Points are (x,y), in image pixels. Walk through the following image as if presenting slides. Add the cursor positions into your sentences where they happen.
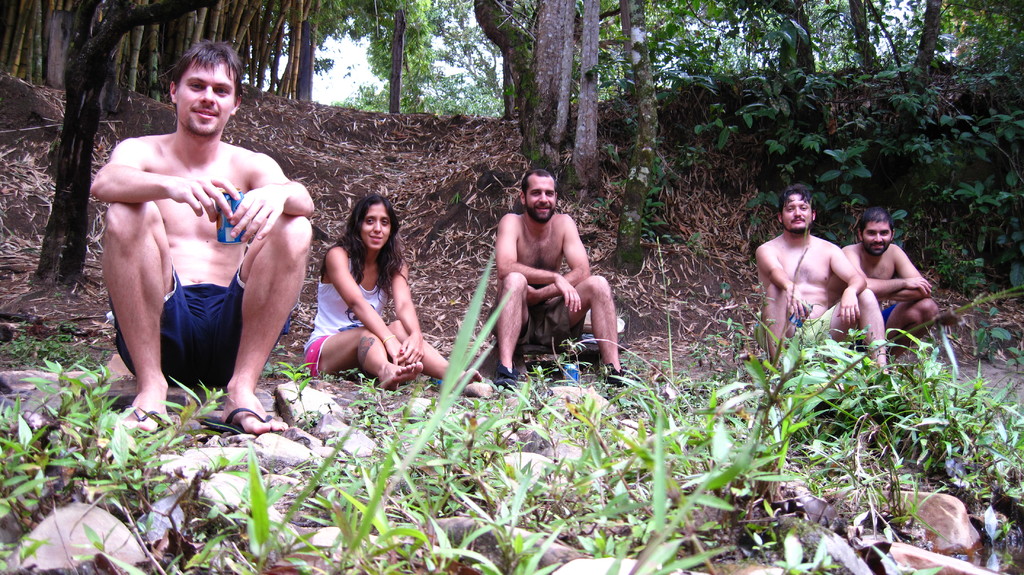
In this image, we can see people (338,305) sitting on the ground (451,299) and some are holding tins (233,230). In the background (567,110), there are trees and at the bottom (371,455), there are some plants (415,472) and rocks (206,452).
